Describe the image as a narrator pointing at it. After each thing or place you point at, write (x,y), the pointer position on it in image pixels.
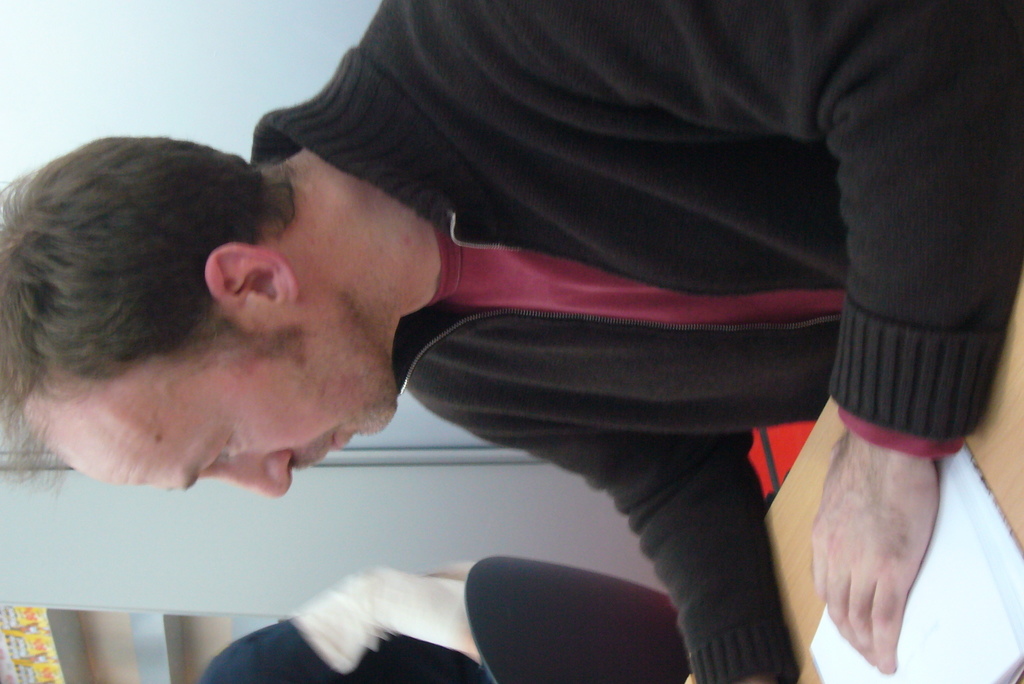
This picture shows a man (651,201) seated and we see a book (934,579) on the table (808,659), He wore a black coat (768,569) and we see another human (406,607) seated on the chair (472,573) on the side.
